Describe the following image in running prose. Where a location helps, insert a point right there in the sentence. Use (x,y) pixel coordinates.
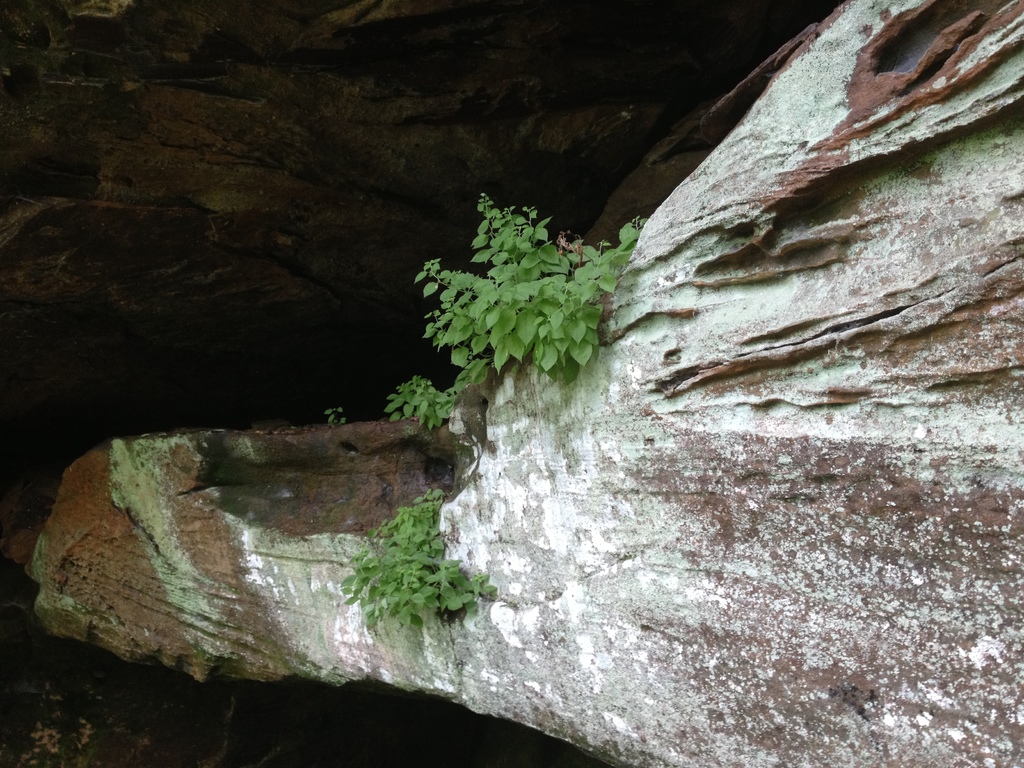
In this image at front (380,606) there is a tree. At the back side (449,160) there is a rock (179,226).
